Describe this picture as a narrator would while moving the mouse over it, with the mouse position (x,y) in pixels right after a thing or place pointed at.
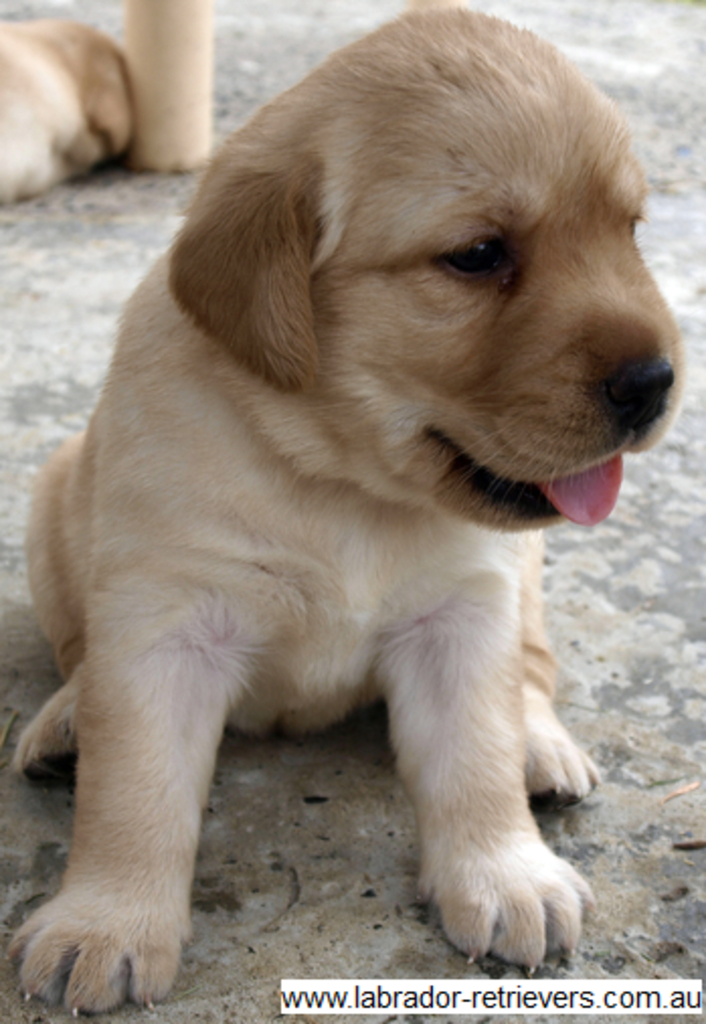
In this picture we can see few dogs (139,482), at the right bottom of the image (620,1003) we can find a watermark (510,996).
